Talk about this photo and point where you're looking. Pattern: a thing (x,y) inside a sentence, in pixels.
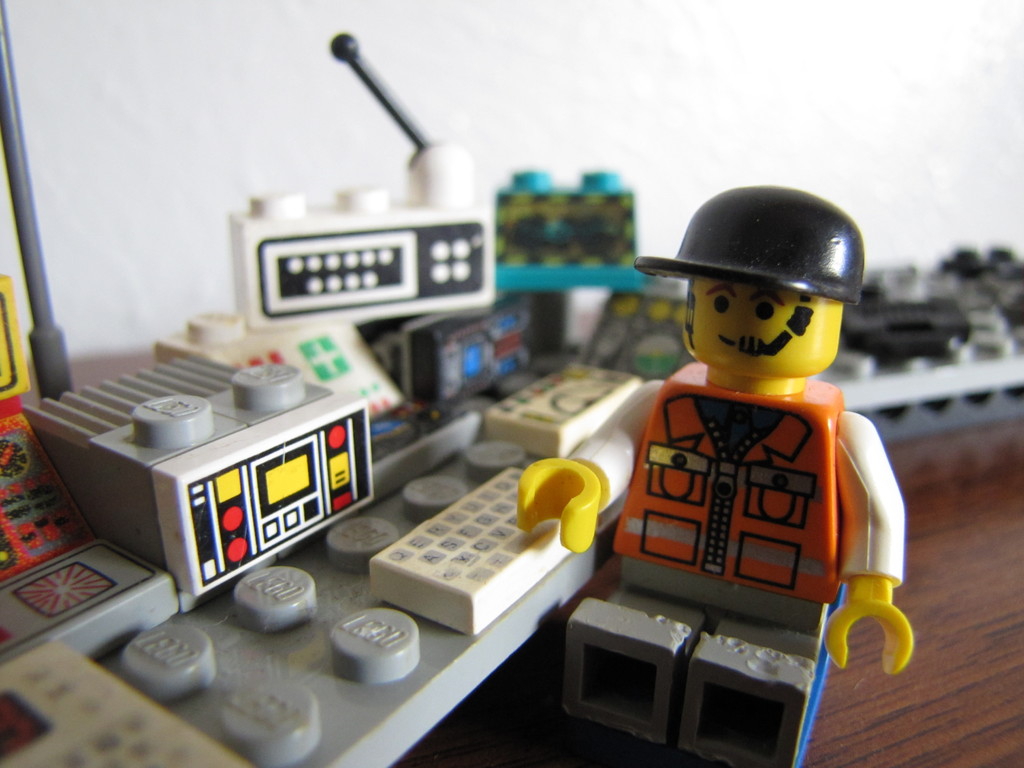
In this image there is a table (490,703) and we can see legos (440,532) and a toy (738,569) placed on the table (847,686). In the background (584,151) there is a wall (366,124).
